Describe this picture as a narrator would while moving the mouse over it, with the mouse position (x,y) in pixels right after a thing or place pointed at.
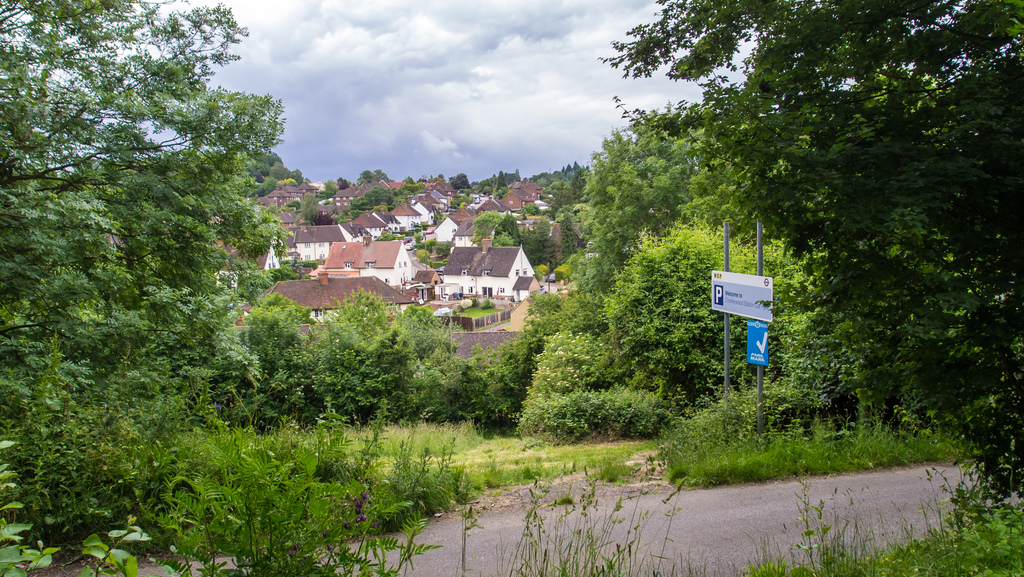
In this image in front (705,513) there is road (854,489). There are boards (757,352). In the background of the image (273,247) there are trees (285,278), buildings (330,256) and sky (479,50).
